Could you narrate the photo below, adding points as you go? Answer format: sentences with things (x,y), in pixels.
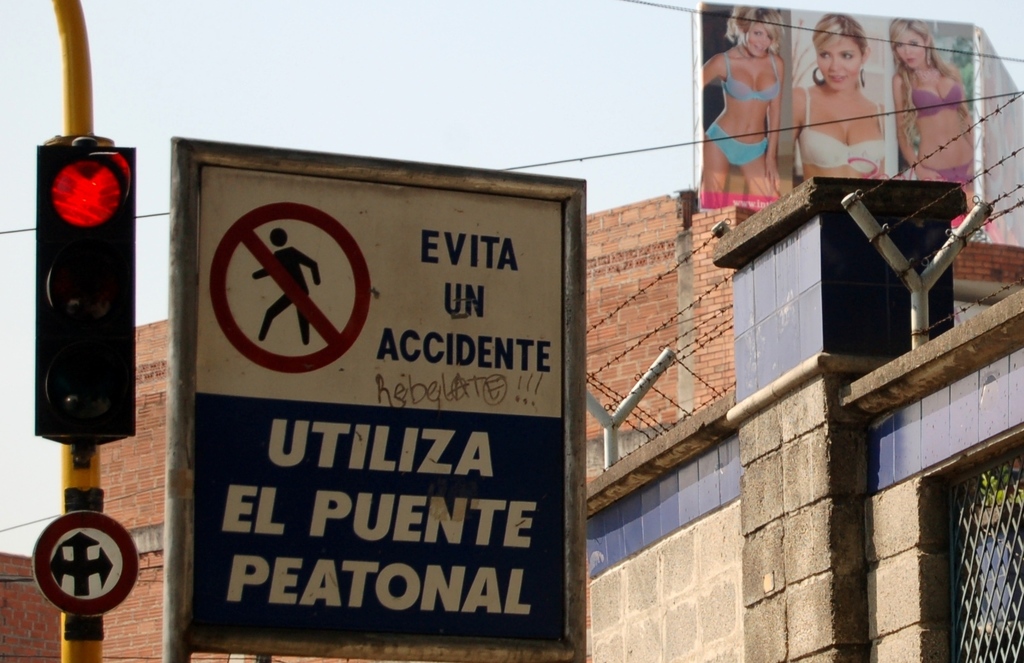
In this picture I can see a board (259,332) on which there is something written and behind it I see the traffic signal (47,230) on a pole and on the right side of this board (485,404) I see the fencing (598,416). In the background (141,83) I see the sky (395,113) and on the top right of this image (813,79) I see a hoarding (824,72) on which there are pictures (864,83) of women (802,99).
